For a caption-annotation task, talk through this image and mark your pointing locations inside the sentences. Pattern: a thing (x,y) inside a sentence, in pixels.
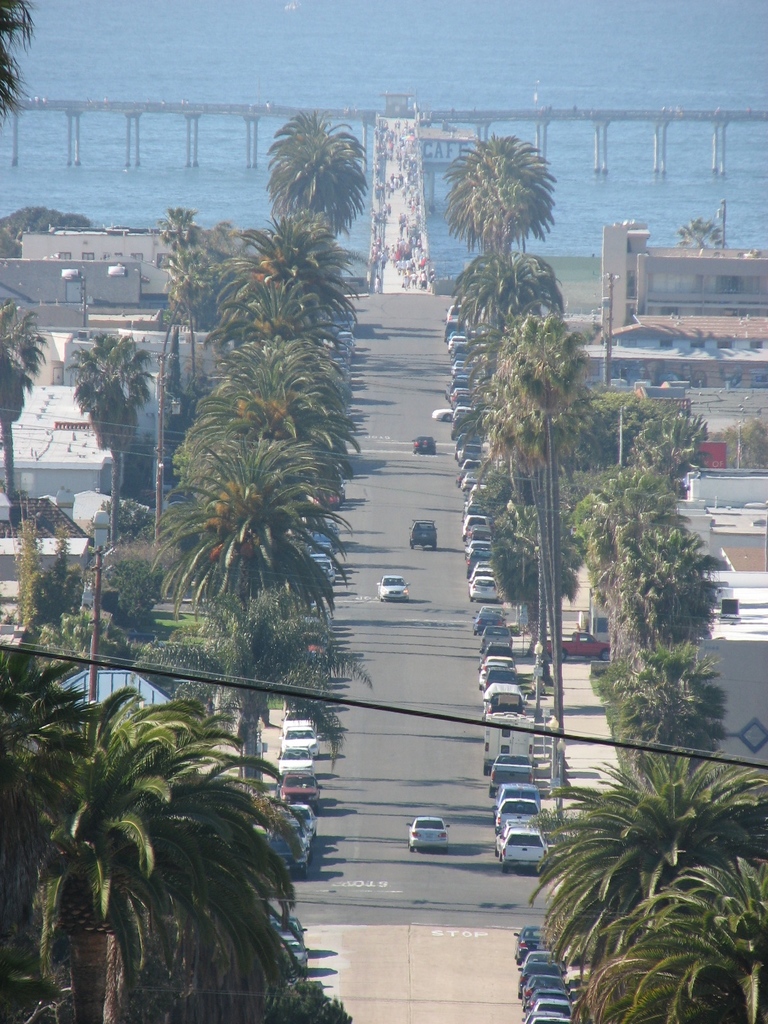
This picture shows the aerial view. There are two bridges (394,173), one sea (89,131), so many trees (582,440), grass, so many buildings (44,493), some cars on the road (418,920), some poles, some wires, so many cars (532,990) are parked in the parking area (519,871) and some cars (506,667) parked near the buildings (721,629). So many people (391,139) are on the bridge (388,282).
